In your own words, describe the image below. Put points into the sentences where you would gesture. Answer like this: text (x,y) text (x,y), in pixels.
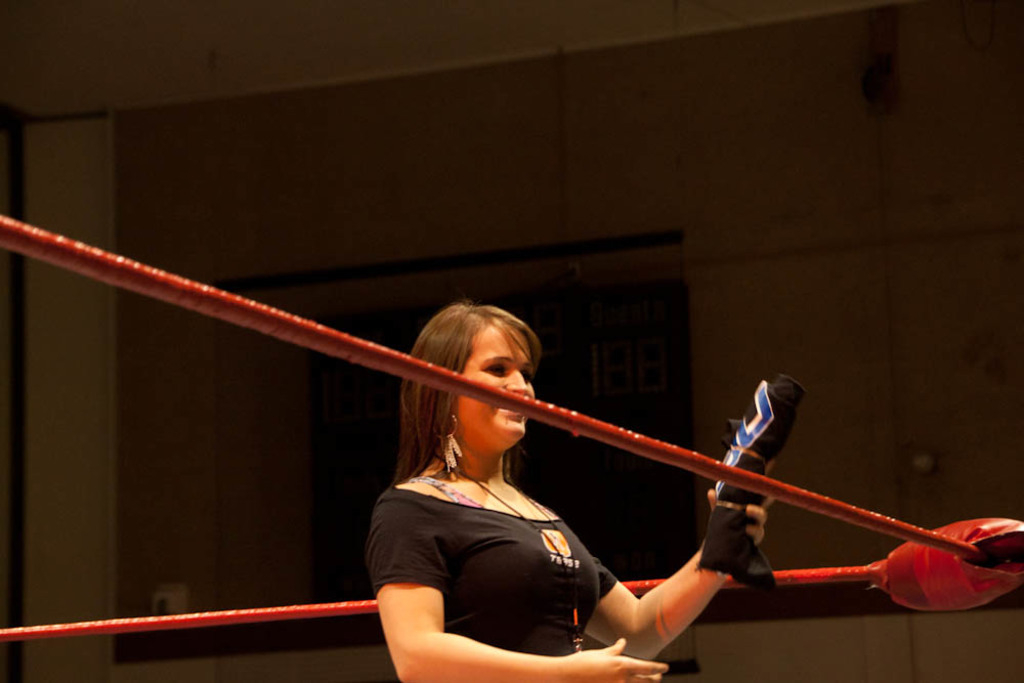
In this picture we can see a woman (441,329) in a boxing ring (513,398) and holding a cloth (766,461) with her hand (759,509) and smiling and in the background (78,397) we can see the wall (774,241) and a scoreboard (607,486).
